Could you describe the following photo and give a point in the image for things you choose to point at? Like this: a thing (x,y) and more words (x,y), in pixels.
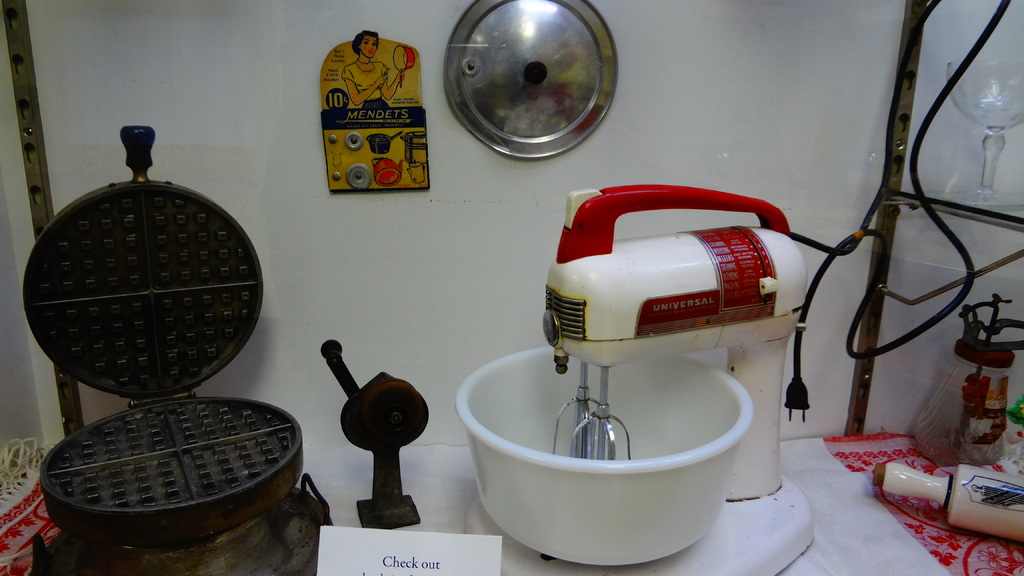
In this picture I can see a waffle maker (107,526), cake mixer (573,468), there is a paper (372,575) and there are some other objects (397,417) on the table (1002,546), and in the background (563,46) there is a board (350,90) and a steel object (481,97) on the wall (425,97).
